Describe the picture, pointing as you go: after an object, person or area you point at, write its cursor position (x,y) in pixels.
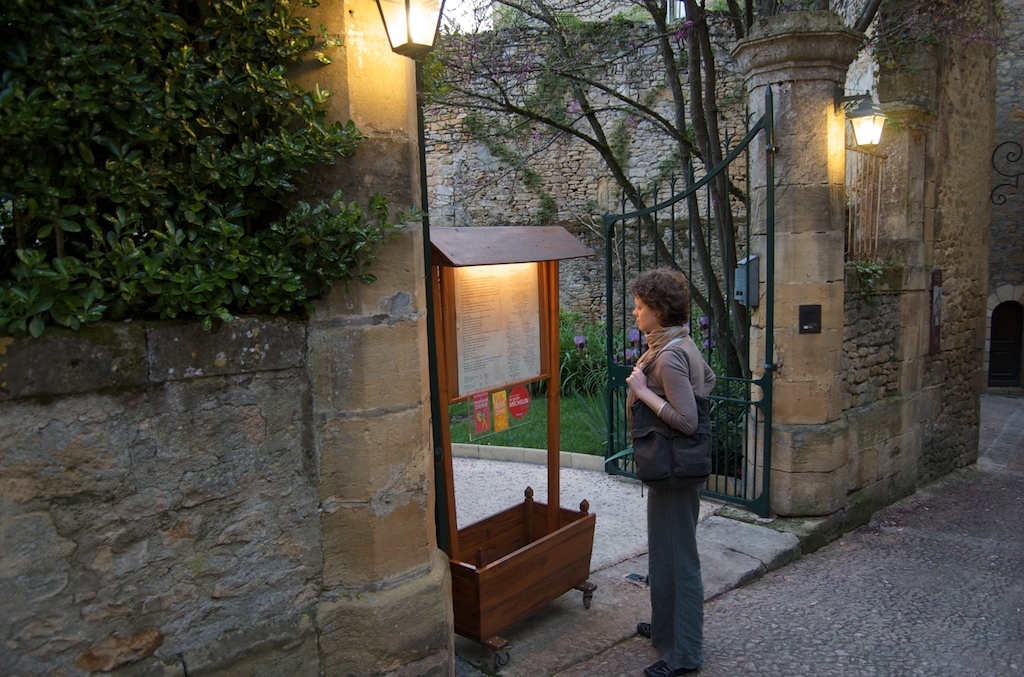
In the image there is a lady (660,396) standing and she wore a bag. In front of him there is a board (494,636) with paper (493,304) and also there is a roof (460,250) with light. And in the image there is a fencing wall (378,470) with stones (916,255), pillars (791,176), lamps (857,102) and also there are leaves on the left side of the image (149,205). Inside the fencing wall (781,225) on the ground (564,400) there is grass (564,400) and also there are trees (731,258). Behind the trees (577,95) there is a stone wall (587,158).
